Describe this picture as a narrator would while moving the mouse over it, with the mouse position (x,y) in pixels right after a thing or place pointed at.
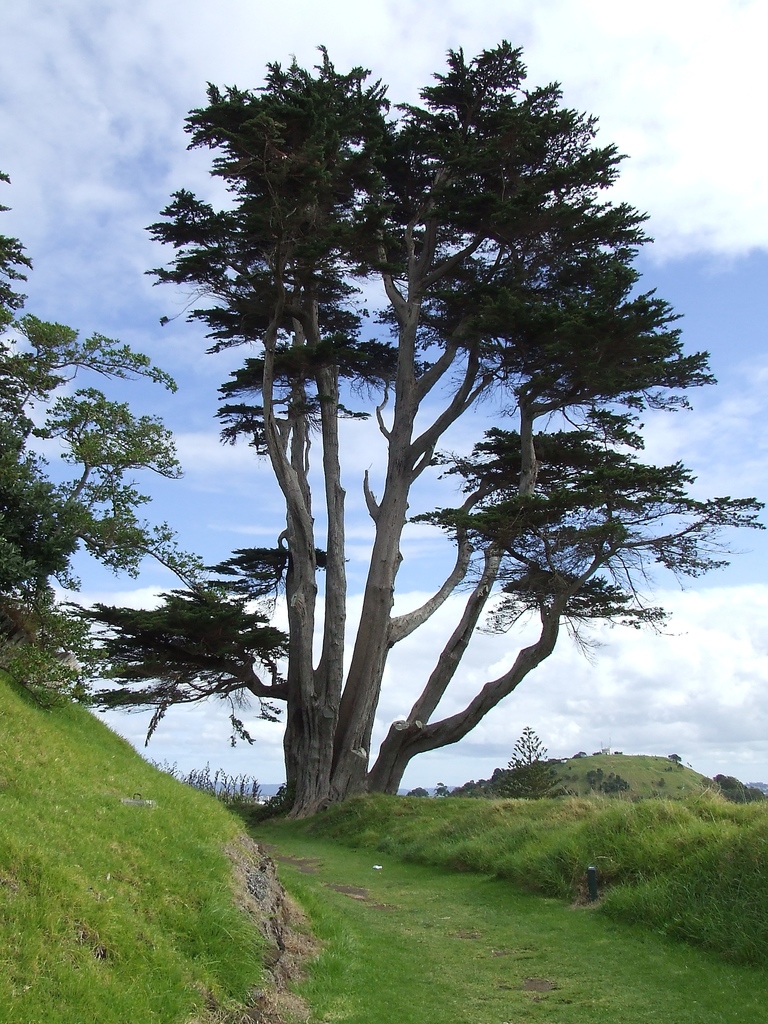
In this picture we can see grass (594,903), few trees (562,533) and clouds (632,690).
